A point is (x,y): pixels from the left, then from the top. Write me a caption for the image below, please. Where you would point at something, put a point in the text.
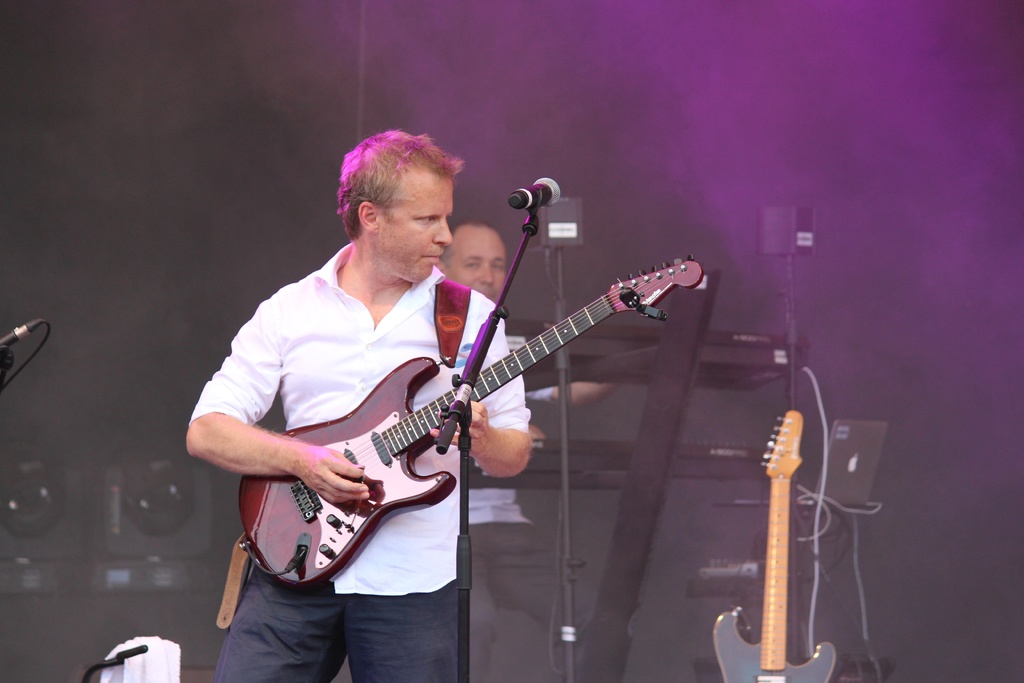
Background (836,202) is with full of smoke (737,217). We can see musical instruments (738,462) and a laptop (837,462) and a guitar (791,471). We can see two persons (404,343) on the platform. We can see a man (419,304) standing in front of a mike (448,429) and playing guitar (336,513).
